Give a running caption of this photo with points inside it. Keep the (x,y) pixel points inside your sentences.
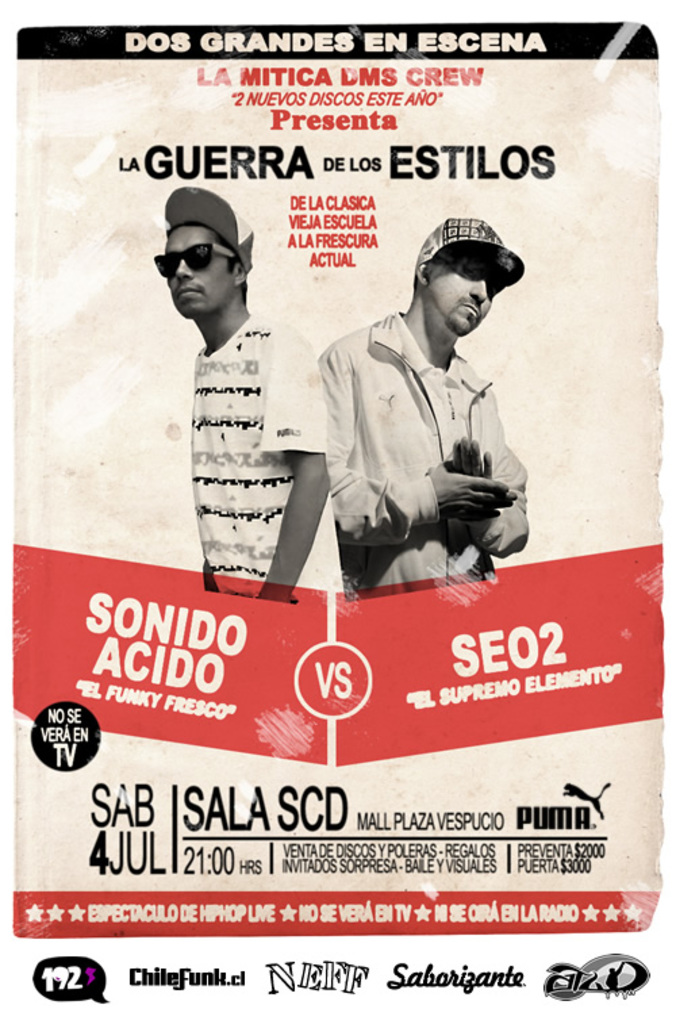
This image looks like a poster. There are two persons (262,445) in the middle (293,423). This is an edited image. There is something written on this image.
